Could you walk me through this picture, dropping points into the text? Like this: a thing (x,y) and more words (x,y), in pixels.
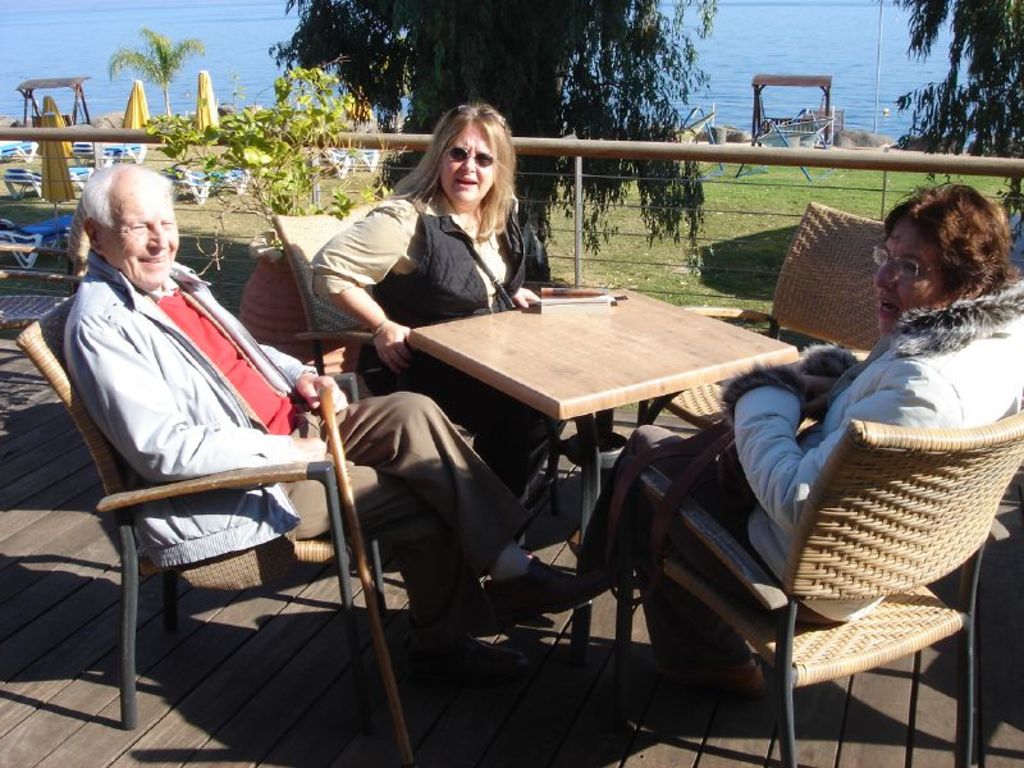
This image is clicked outside. In this there are three people (751,540). All are sitting in the chairs (864,457). To the left (147,404), the man (166,408) is wearing gray jacket (159,404). In the middle (441,309), the woman (450,263) is wearing black jacket (456,278). In the background (567,75), there are trees (417,104), water (227,60) and grass (745,231).
